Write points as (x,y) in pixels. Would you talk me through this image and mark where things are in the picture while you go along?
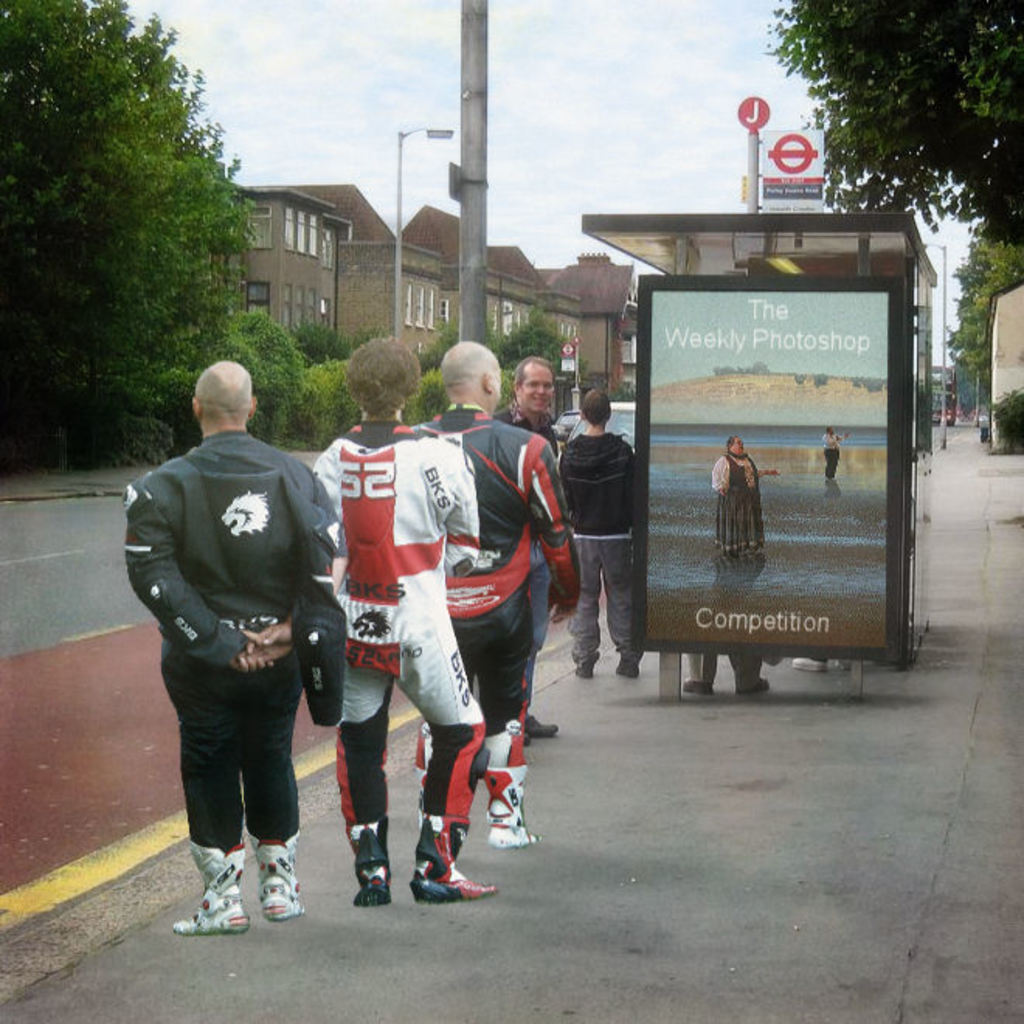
In this picture, there are group of people (428,702) standing in a line on a footpath (428,909). Among them, four are facing backwards and one of them facing forward. Beside them, there is a board (859,454) with some picture (740,493). Towards the top left (259,287), there are trees (216,199), buildings (248,265) and poles (460,261). Towards the top right (988,243), there is a tree (957,333) and a vehicle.
